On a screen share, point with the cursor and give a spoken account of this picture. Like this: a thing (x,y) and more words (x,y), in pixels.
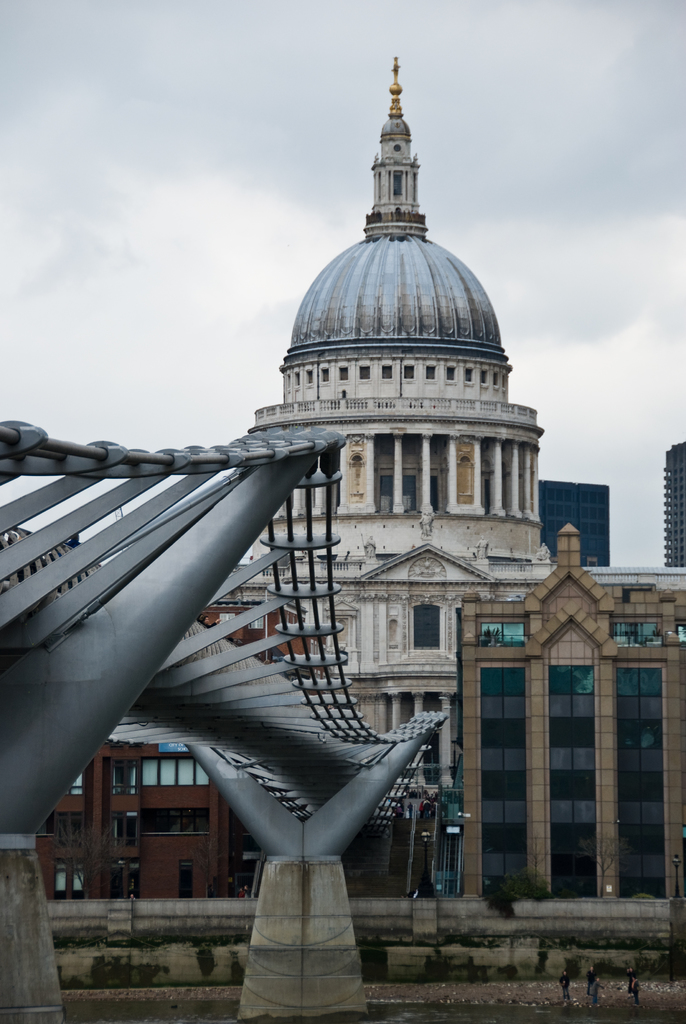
In this image we can see a bridge (319,764) with cables (299,607) attached to it is placed on the ground (550,988). IN the background (121,760) we can see group of people (638,985) standing on the ground (547,1002), group of buildings (551,608) and sky (557,128).
